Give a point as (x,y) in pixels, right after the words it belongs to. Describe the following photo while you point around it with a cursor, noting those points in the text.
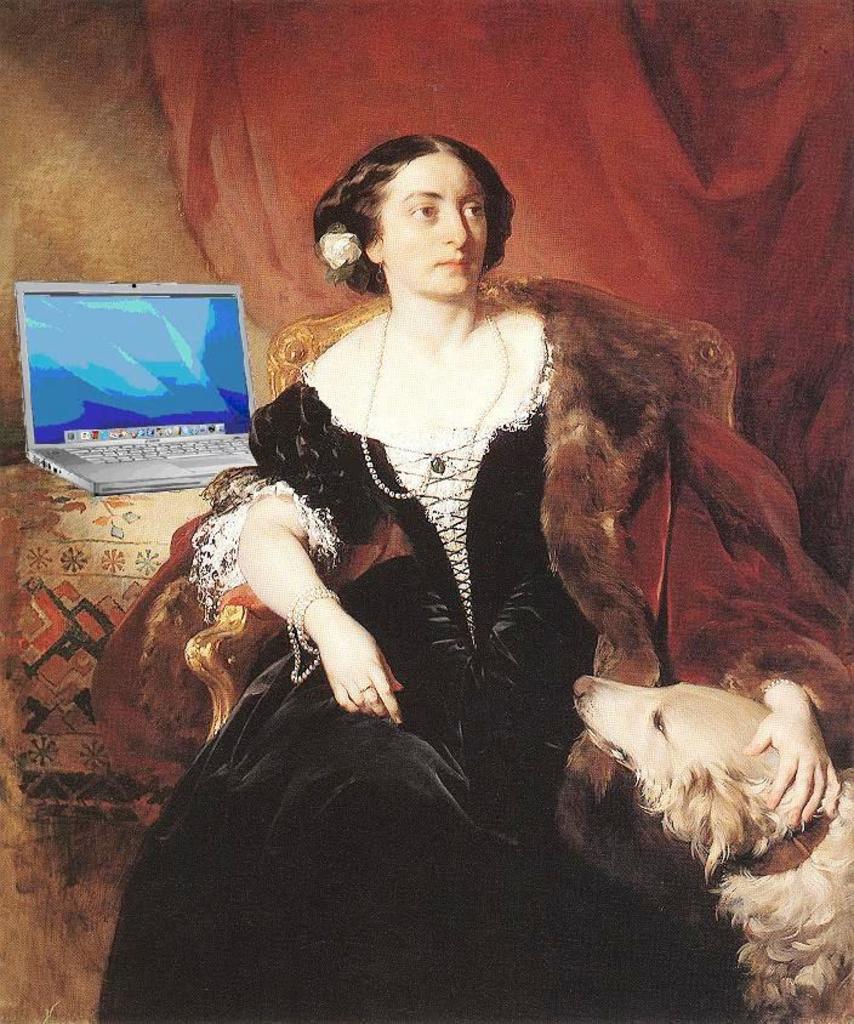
This is a painting, a woman (449,624) sitting on the chair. Beside her there is a laptop (159,438). On the right (761,848) there is a dog (748,796).
